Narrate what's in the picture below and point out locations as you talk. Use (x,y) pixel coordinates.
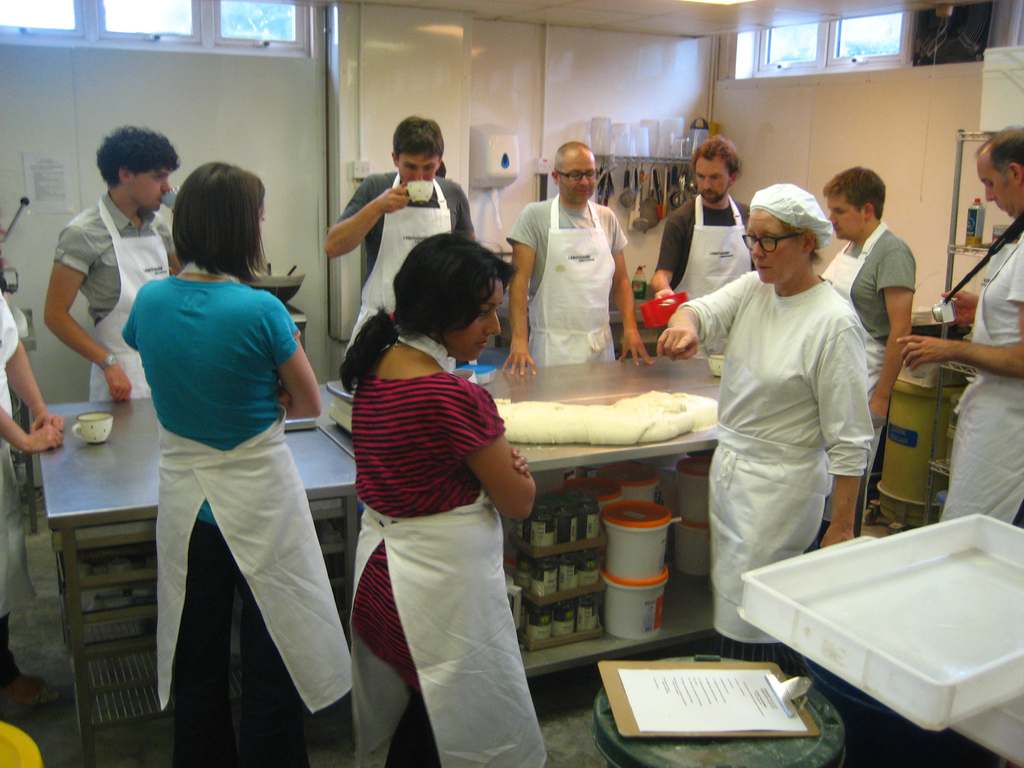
In this image, I can see a group of people (462,512) standing. In front of the people (408,425), I can see a cup (95,431) and few other objects (522,415) on the tables (612,456). There are jars (562,533), containers (634,594) and few other things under a table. At the bottom of the image (770,717), I can see paper (728,717) to a clipboard (793,699), a tray (833,650) and few objects (887,751). In the background (508,141), I can see a napkin dispenser (484,147) and a paper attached to the wall (646,254) and there are utensils (650,208). At the top of the image (296,53), I can see windows (168,28). On the right side of the image (957,50), there are few objects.
